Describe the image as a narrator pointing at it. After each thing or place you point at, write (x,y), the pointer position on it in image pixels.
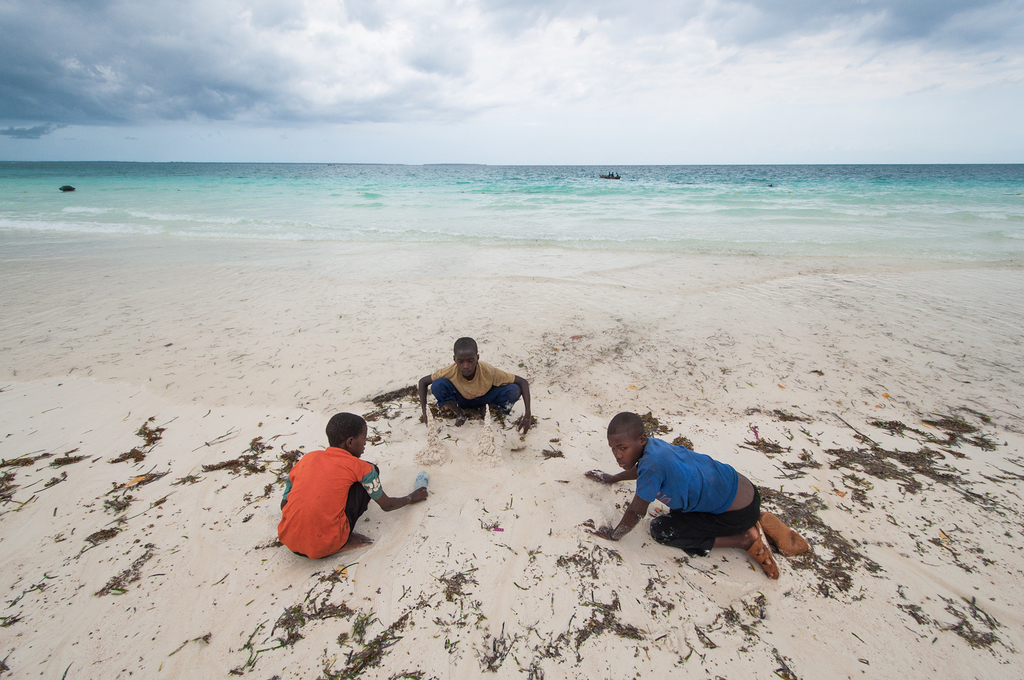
In this image we can see three persons (457,395) on a sand (524,460) a person (413,491) is holding a bottle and in the background (508,212) there is water (565,193) and sky (683,98).
